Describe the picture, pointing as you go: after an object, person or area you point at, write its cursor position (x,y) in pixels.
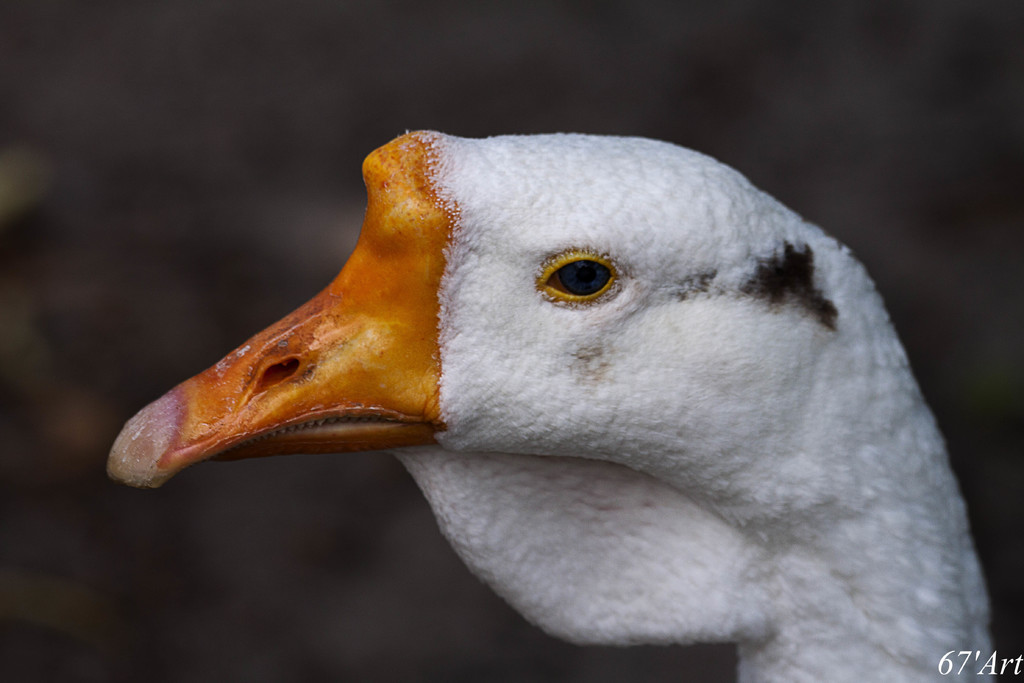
In this image there is a bird face (529,430) and a text (955,663) at the bottom right corner (974,661).
